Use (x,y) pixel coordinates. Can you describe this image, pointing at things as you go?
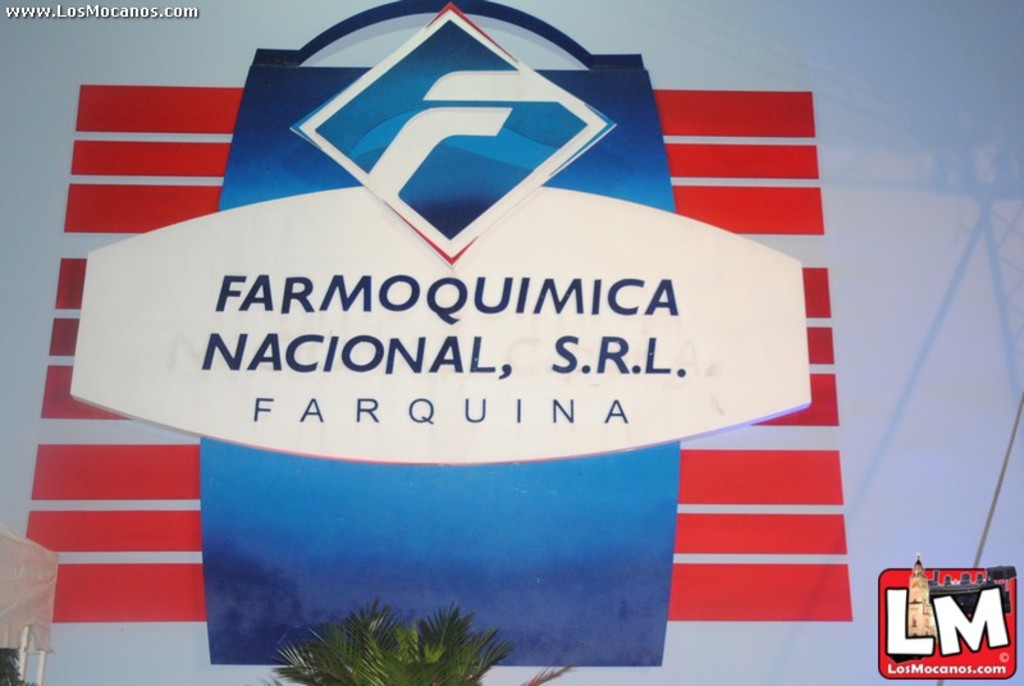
In this image there is a logo (470,441) on the wall (363,542), in front of the wall (860,584) there is a tree (377,636). On the left side of the image (21,595) there is an object (22,601). In the top left side of the image (49,8) there is some text (84,8). At the bottom right side of the image (923,617) there is a logo (886,577).
